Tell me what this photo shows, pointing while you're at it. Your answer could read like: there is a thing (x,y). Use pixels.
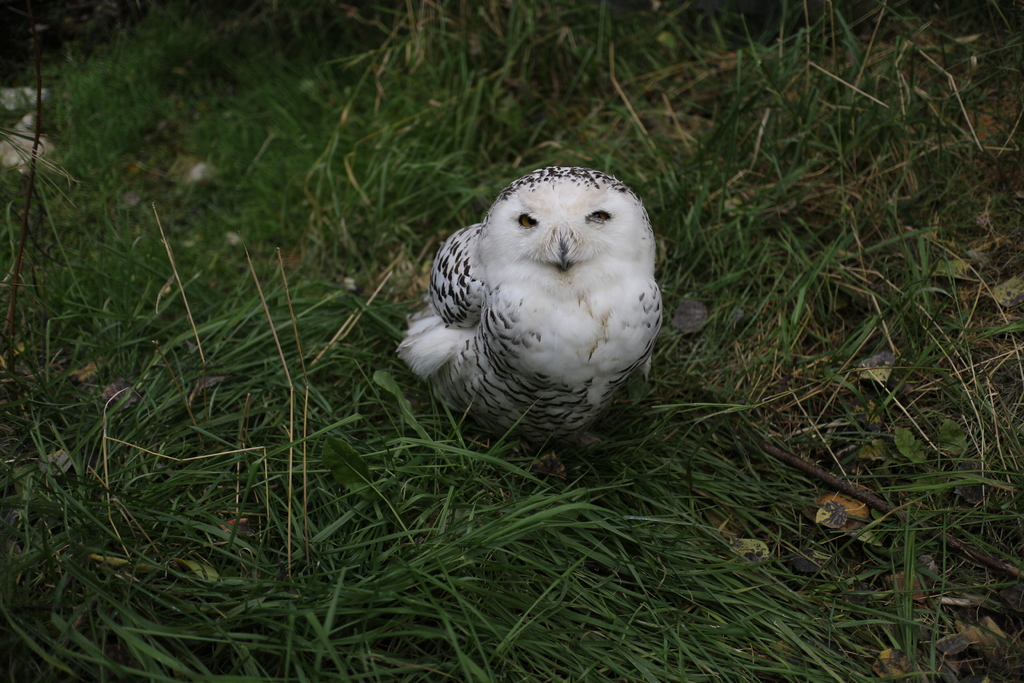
In this image there is a bird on the grassland (342,592).
